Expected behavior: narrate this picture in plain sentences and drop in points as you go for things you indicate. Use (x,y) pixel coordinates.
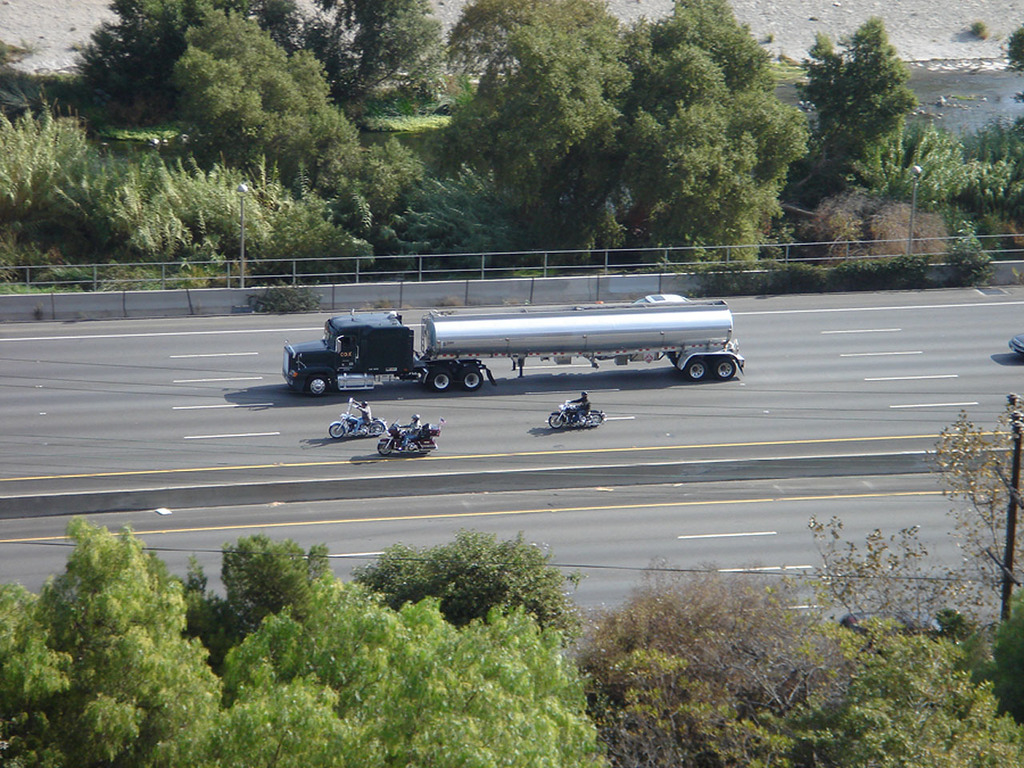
In this image we can see few persons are riding vehicles (316,355) on the road (476,408). At the bottom (287,550) we can see trees (287,550). In the background (259,282) we can see trees (147,27), poles (244,192), fence (232,276) and water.
